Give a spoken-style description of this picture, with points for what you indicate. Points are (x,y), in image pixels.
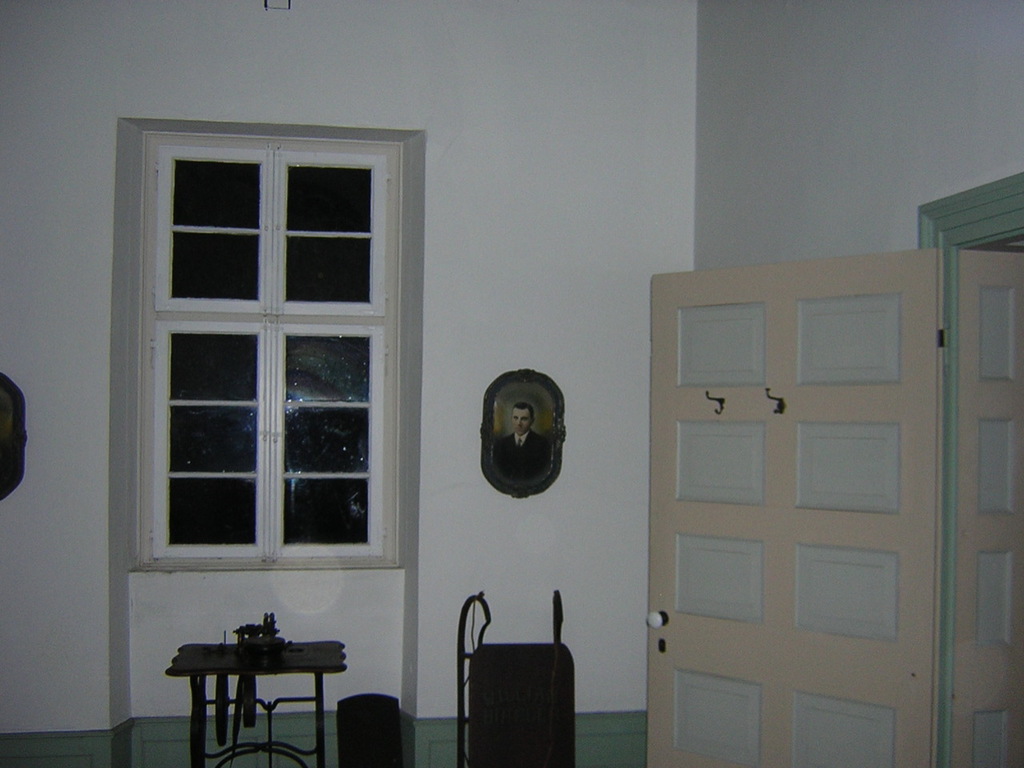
In this image there are doors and windows (245,507) with a photo frame (531,434) on the wall (482,484), in front of the window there is a table (241,681) with few objects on top of it.
